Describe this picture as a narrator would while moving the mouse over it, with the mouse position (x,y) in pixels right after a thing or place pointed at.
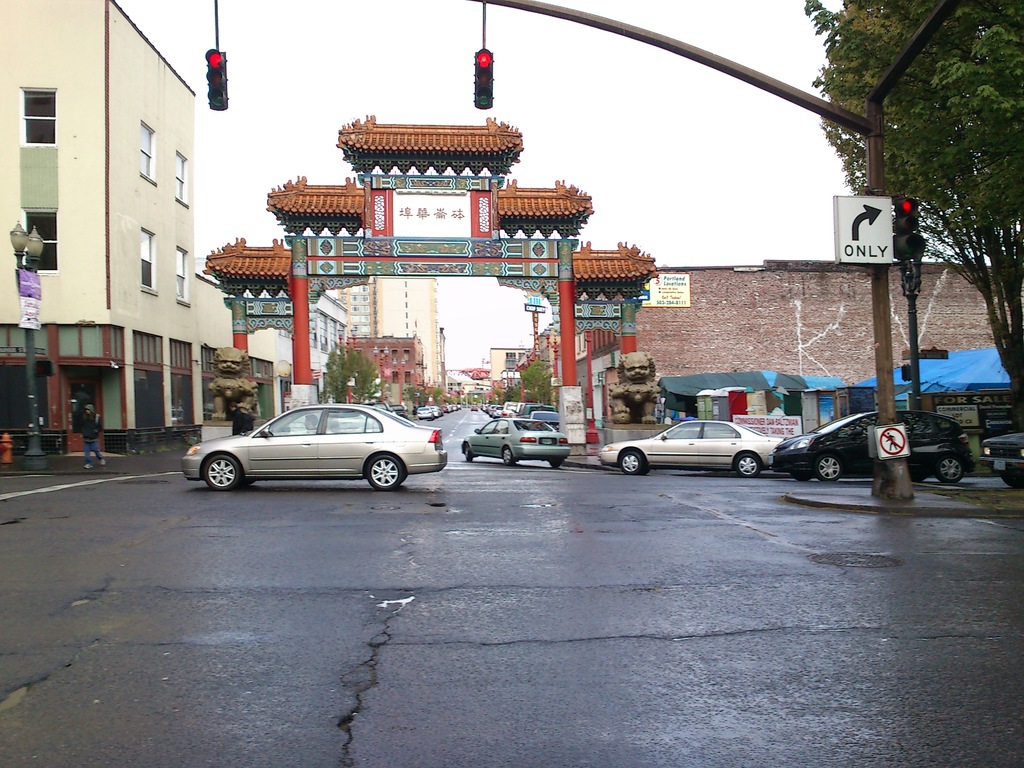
There are cars (490,454) and a person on the road (433,589). There are poles (813,108), boards (860,230), lights (16,242), banner (36,273), and traffic signals (487,79). There are trees (1013,317) and this is an arch (377,252). Here we can see buildings (709,311). In the background (715,194) there is sky (309,151).
